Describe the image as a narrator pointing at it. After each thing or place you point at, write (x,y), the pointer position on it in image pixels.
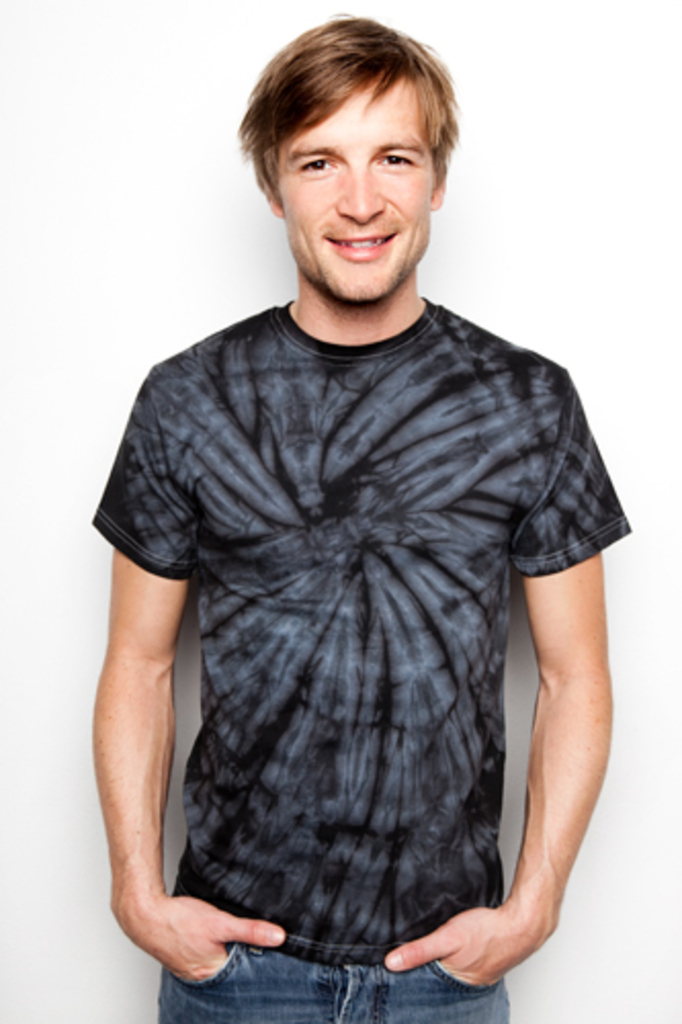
In this image we can see a person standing and posing for a picture, look like there is a white colored wall (102,652) behind him.
